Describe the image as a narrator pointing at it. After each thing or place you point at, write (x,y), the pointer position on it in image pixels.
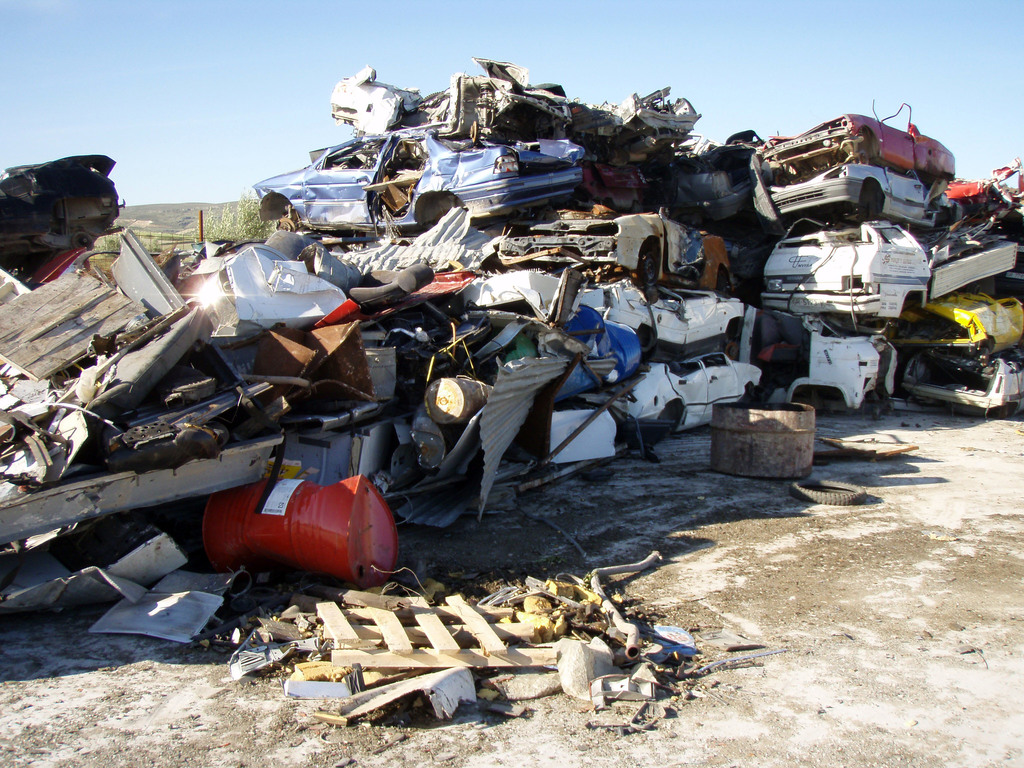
In the picture we can see a surface (454,719) on it we can see a scrap of cars (929,343), some iron things (141,443) and in the background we can see a sky (899,114).
